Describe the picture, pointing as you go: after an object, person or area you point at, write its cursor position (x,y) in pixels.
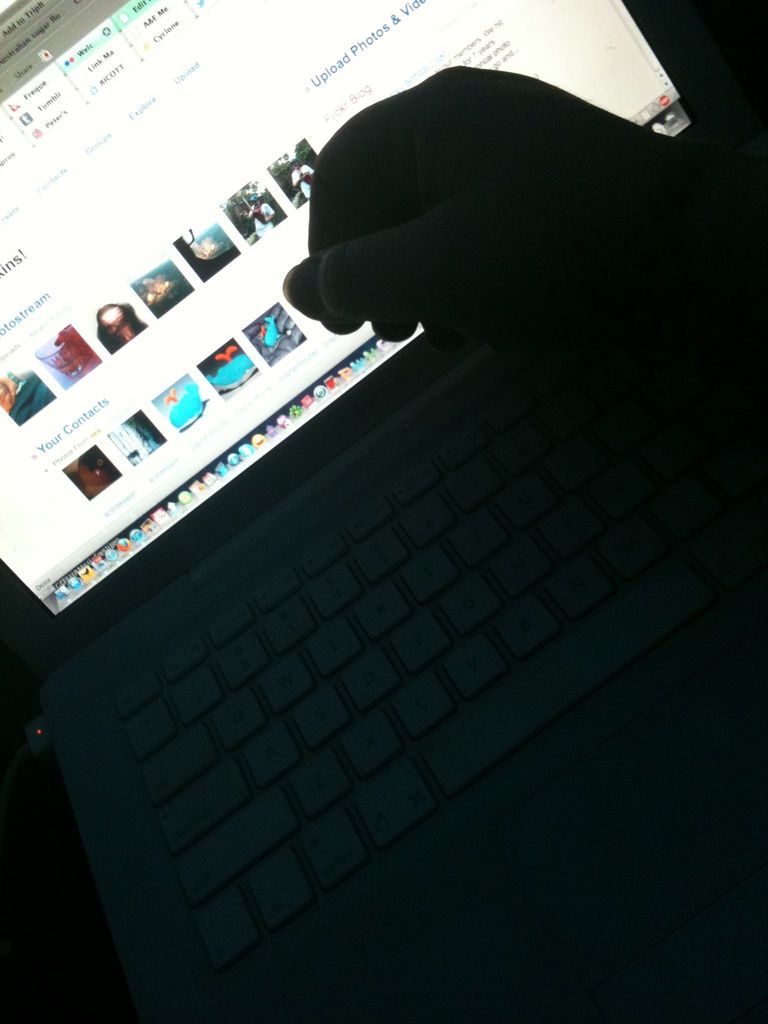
In this picture I can see there is a laptop (119,251), it has a screen (135,376) and there are few images (133,286) and some information (105,79) on the screen (205,491) and a person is placing his hand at right (580,317) and is holding a object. The laptop (89,728) is connected with a cable (14,761).
